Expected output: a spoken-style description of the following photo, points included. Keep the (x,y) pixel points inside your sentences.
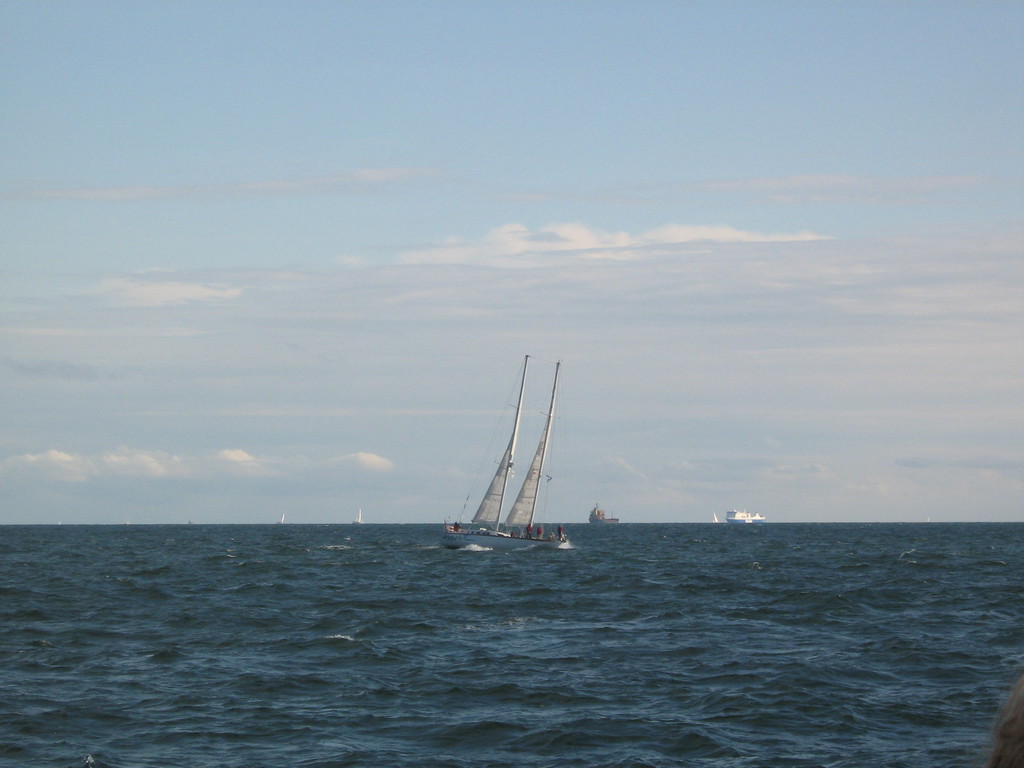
There is water (482,618). On the water (473,551) there are boats (515,527). In the background (326,265) there is sky (388,280) with clouds (509,297).
